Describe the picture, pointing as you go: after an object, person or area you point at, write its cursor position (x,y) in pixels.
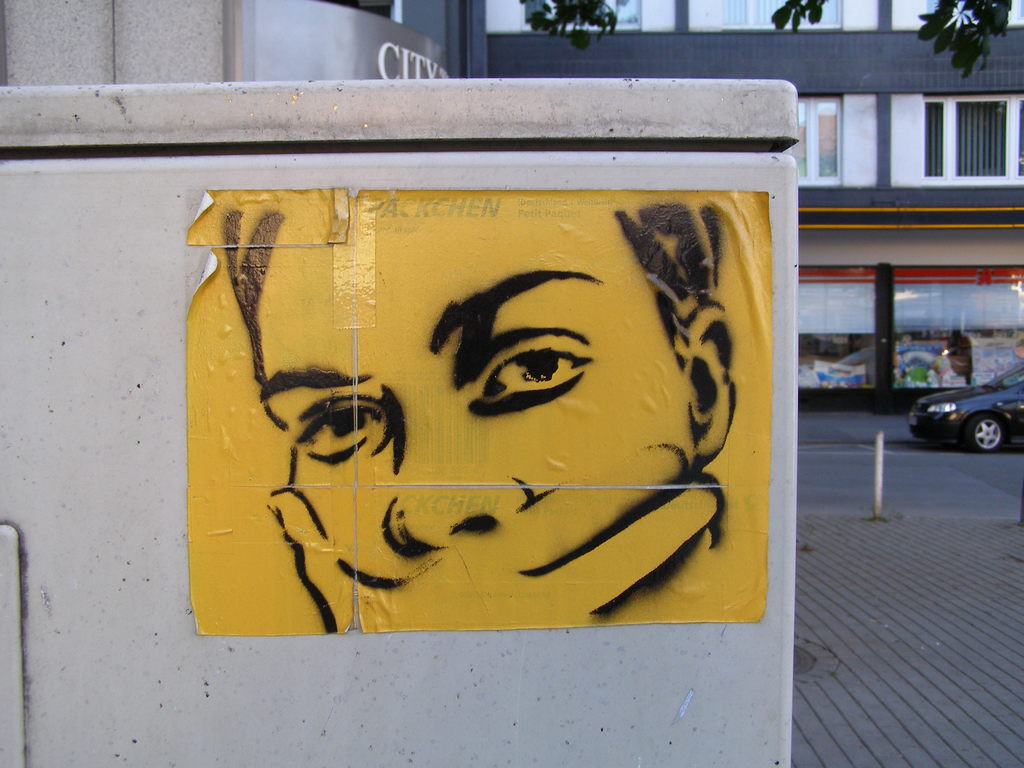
In this image I can see a poster (569,457). In the background (920,79) there is a building (953,255) and a car (947,412).
